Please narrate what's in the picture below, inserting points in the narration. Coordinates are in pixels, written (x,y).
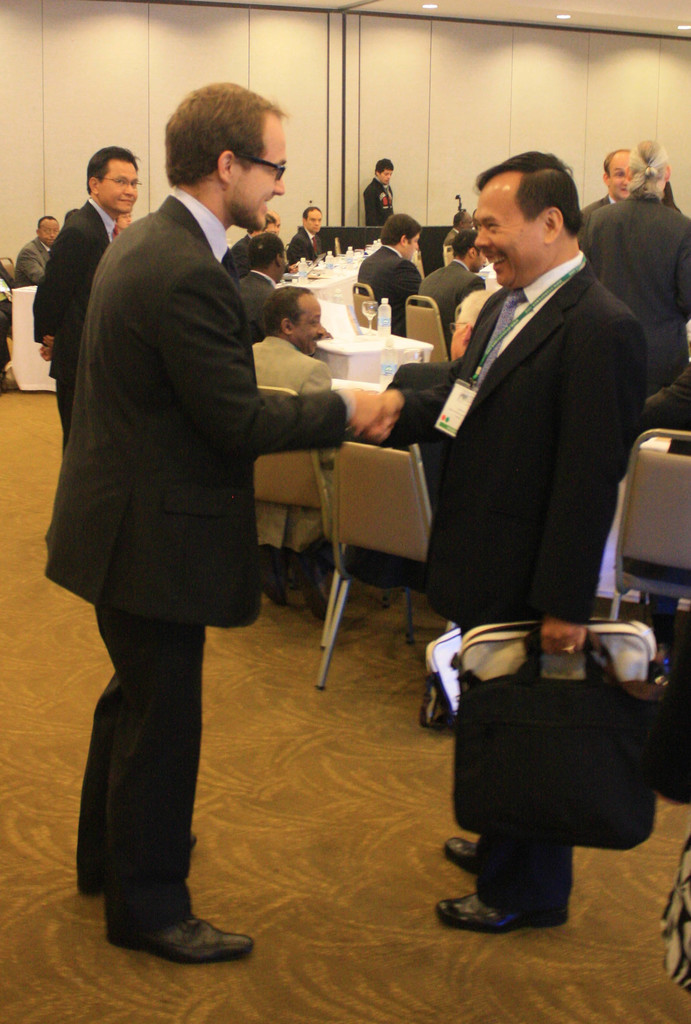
This picture is of inside. On the right (520,316) there is a man (508,265) smiling, shaking hand (361,398), holding a bag (567,747) and standing. On the left (198,218) there is a man (191,413) shaking hand (365,412) and standing, behind them we can see the group of people (390,261) sitting on the chairs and we can see a bottle (382,315) and glass (367,308) placed on the top of a table (403,351). On the right corner (645,195) there are two persons (645,239) standing and seems to be talking. On the left (122,177) there is a man (107,190) seems to be standing. In the background (195,28) we can see a wall (466,58) and some group of persons (379,209).
